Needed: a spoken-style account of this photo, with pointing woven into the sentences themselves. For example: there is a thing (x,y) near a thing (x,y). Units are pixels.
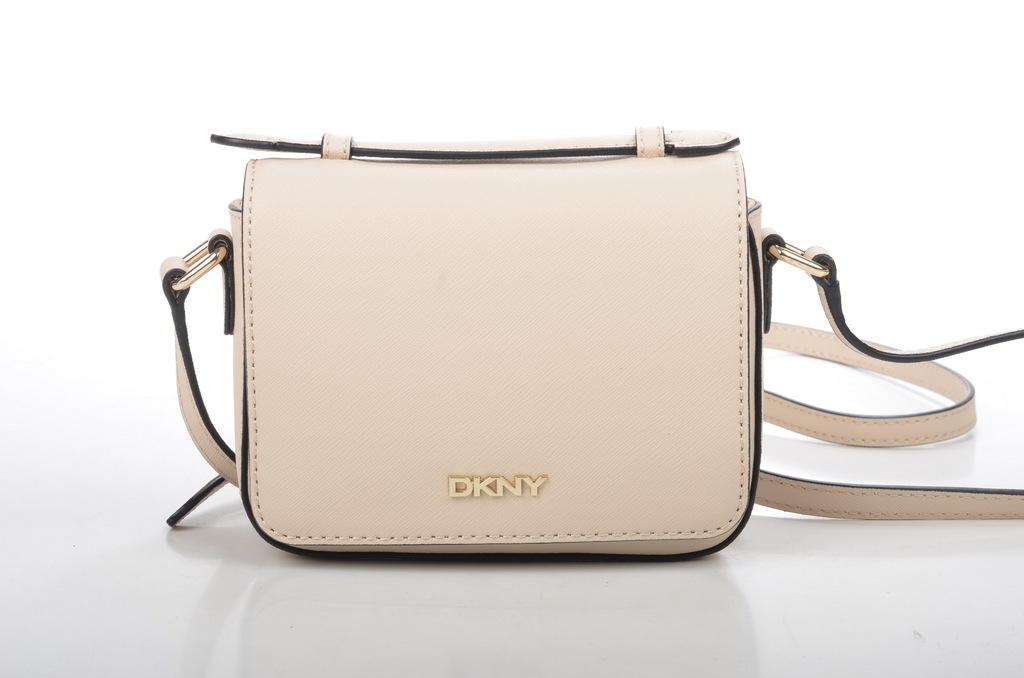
In this image I can see a white color handbag (277,380). On the bag (450,484) I can see D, K (486,488), N, Y letters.
